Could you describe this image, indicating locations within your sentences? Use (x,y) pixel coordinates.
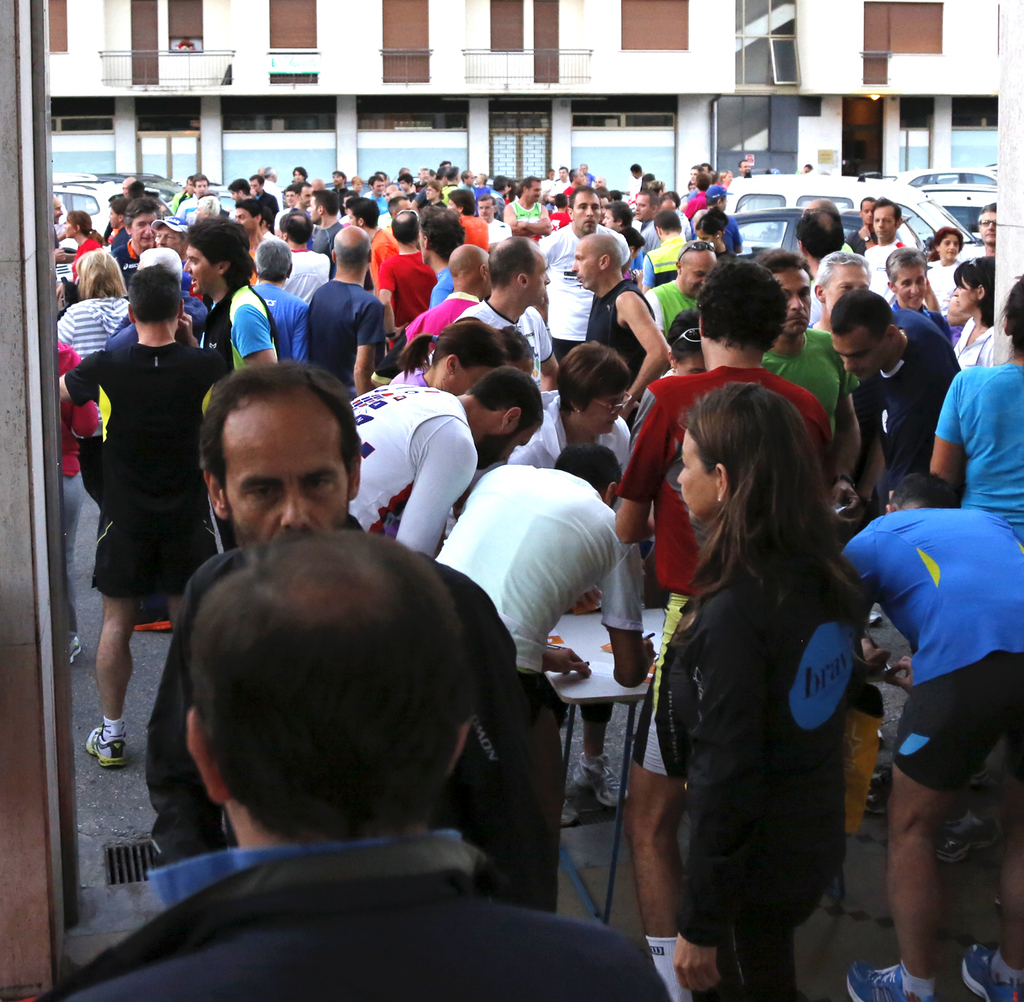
In this image in front (789,636) there are people (596,597) standing in front of the table (660,632). Behind them there are many other people (463,228) standing on the road (84,682). In the background of the image (734,208) there are cars (99,213), buildings (484,144).
